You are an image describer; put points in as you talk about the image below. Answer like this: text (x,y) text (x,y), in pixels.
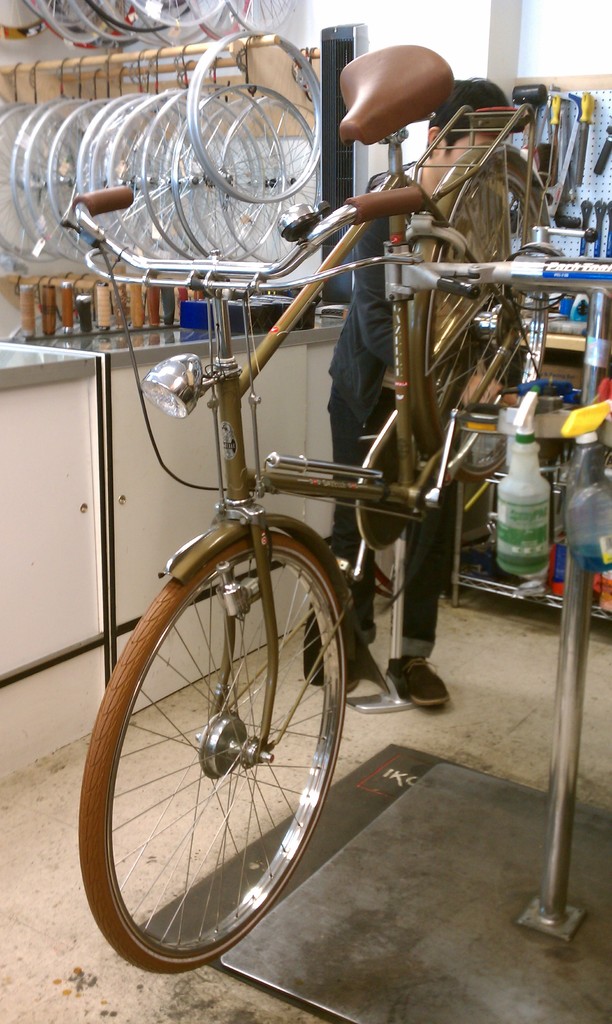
In the picture we can see a bicycle (532,150), which is placed in the stand (552,933) and beside it, we can see a man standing and beside him we can see bicycle rims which are placed to the hanger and to the wall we can see some tools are placed.
